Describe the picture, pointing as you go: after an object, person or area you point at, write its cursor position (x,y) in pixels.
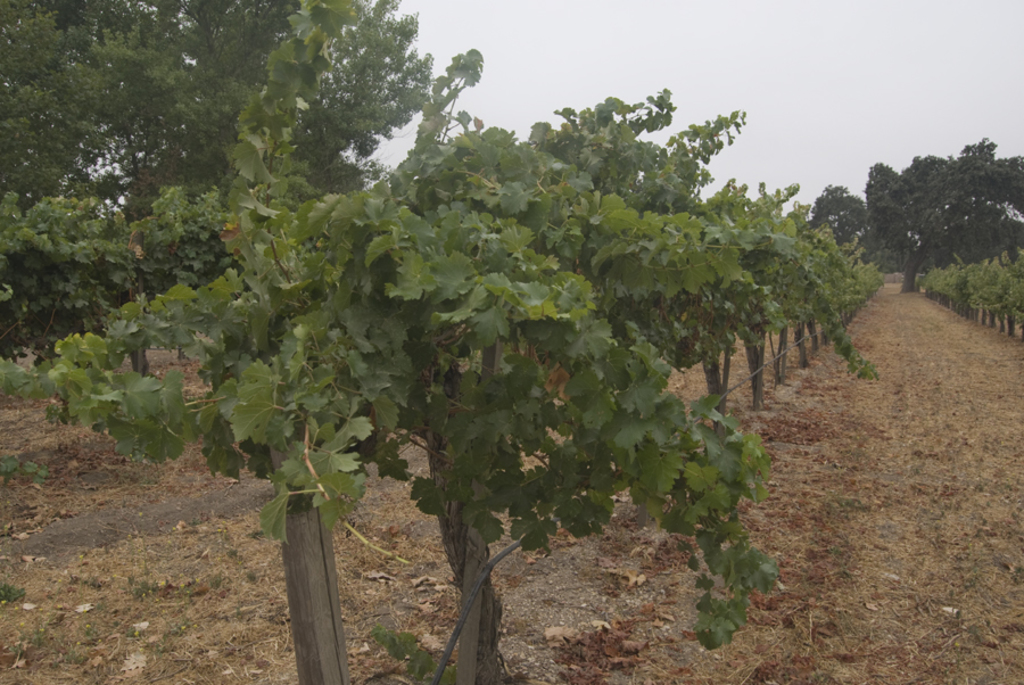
In this image we can see some plants (514,319), walkway (900,307) and in the background of the image (993,248) there are some trees (993,248).
